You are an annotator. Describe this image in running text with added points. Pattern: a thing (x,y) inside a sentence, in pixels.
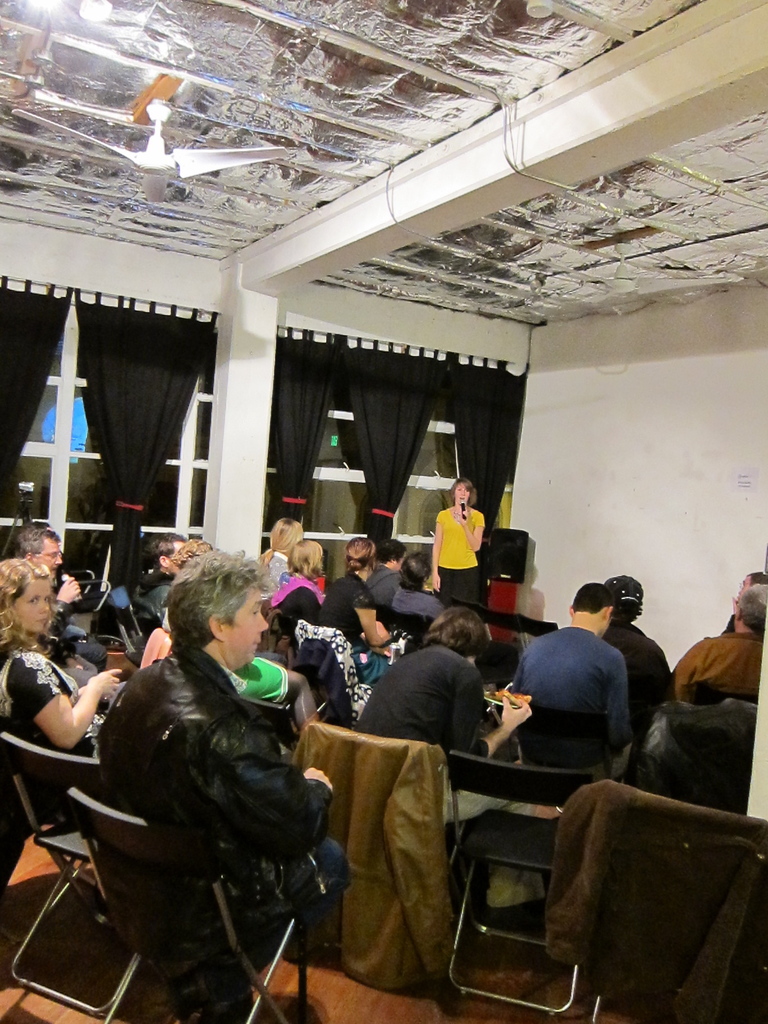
In this picture we can see group of people (366,664), few are sitting on the chairs (499,648) and a woman (462,548) is standing, she is holding a microphone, beside her we can see a speaker (519,566) and curtains (284,373), at the top of the image (92,12) we can see a fan (158,148) and lights (56,2).
